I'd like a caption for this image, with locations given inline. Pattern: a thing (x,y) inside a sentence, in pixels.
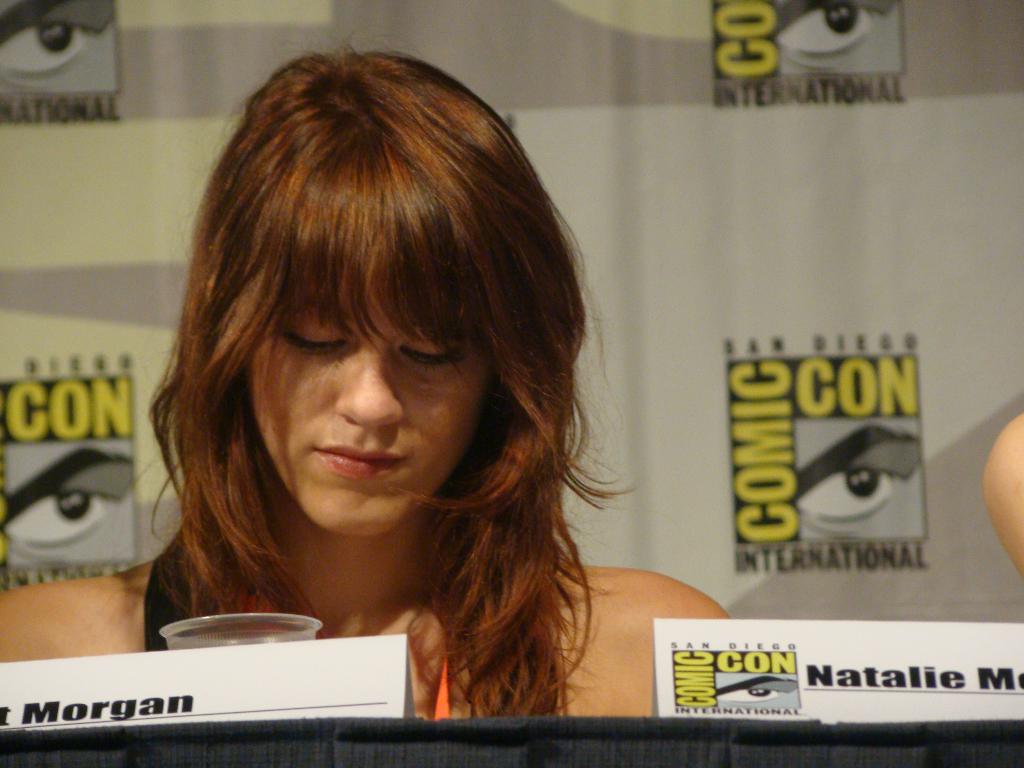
In this picture we can see a woman (377,542), there is a glass (264,640) and a board (277,675) in front of her, in the background (838,528) we can see logos (861,353) and some text (68,425).
